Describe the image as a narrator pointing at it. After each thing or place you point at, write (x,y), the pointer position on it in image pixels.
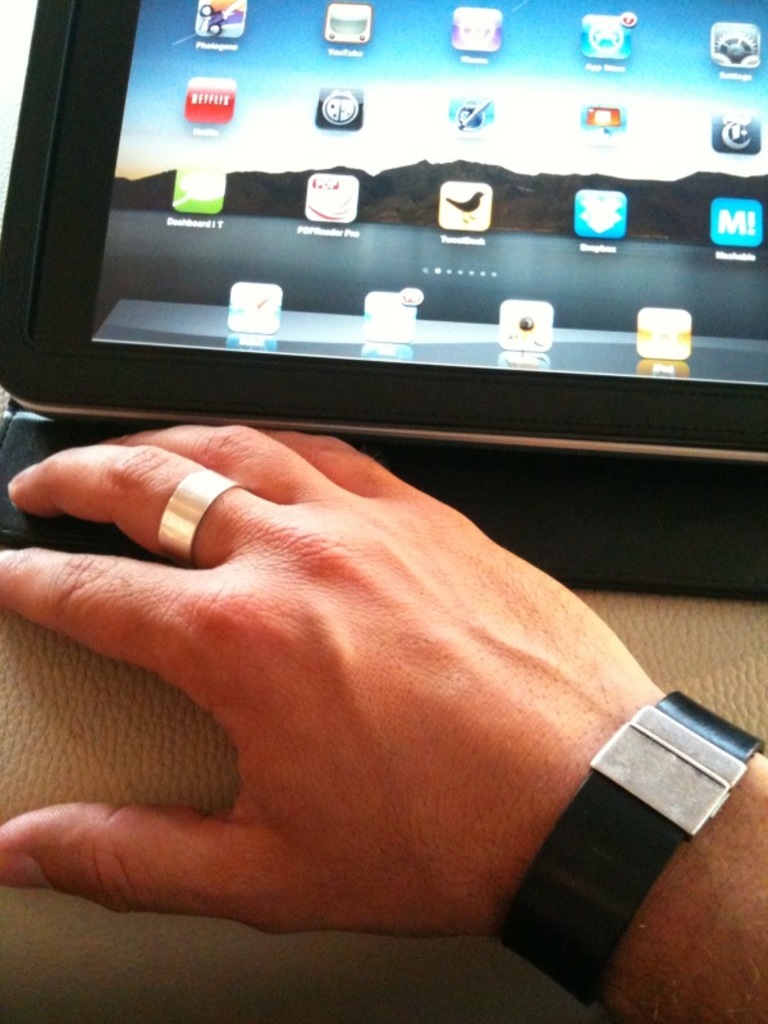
In the foreground of this picture (375,669) we can see the hand (380,767) of a person (304,755) and we can see some ornaments (556,956). In the background (244,15) we can see the text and the icons (593,225) on the display (522,357) of an electronic device (55,138) and we can see the picture (410,206) which includes a water body (447,252), hills (415,181) and the sky (658,91) which is on the display (166,58) of the digital screen (520,85) and we can see some other objects (588,513).
